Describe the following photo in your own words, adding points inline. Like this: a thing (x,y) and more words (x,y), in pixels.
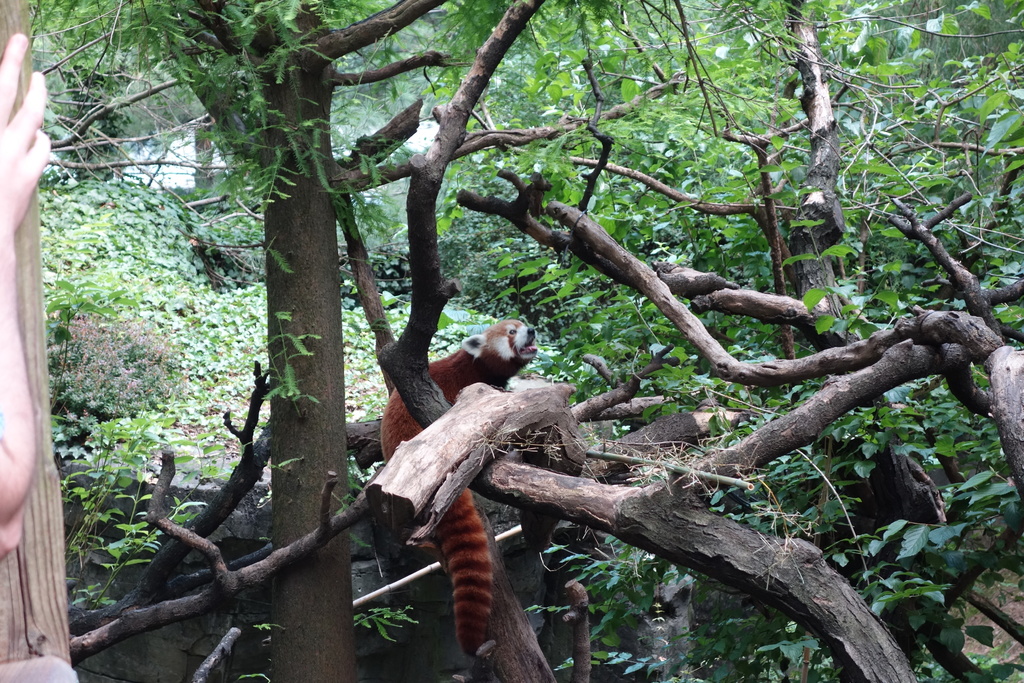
In this image, we can see some trees (657,196) and plants (213,257). There is an animal (506,361) in the middle of the image (506,361). There is a person hand (14,202) on the left side of the image (16,177).
